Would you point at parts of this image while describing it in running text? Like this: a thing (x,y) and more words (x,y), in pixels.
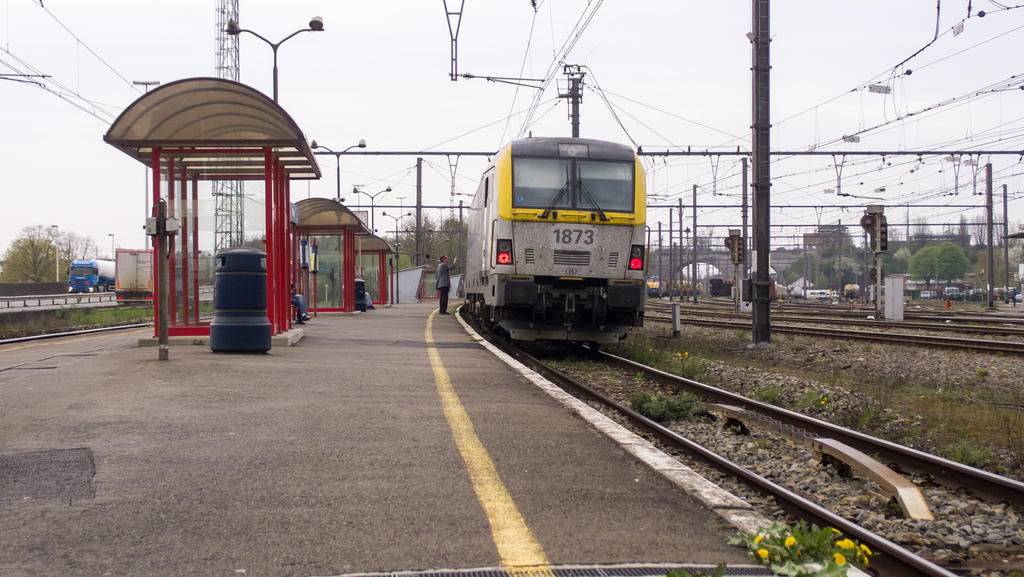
In the image we can see trains (578,229) on the train tracks (697,318). We can see grass (963,396), road (373,438), electric pole (761,184) and electric wires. We can even see person (439,269) standing and wearing clothes (443,282). Here we can see tower (236,68), trees (923,251) and there are vehicles (946,290). Here we can see an object (231,298), station booth (296,264) and the sky (376,100).
